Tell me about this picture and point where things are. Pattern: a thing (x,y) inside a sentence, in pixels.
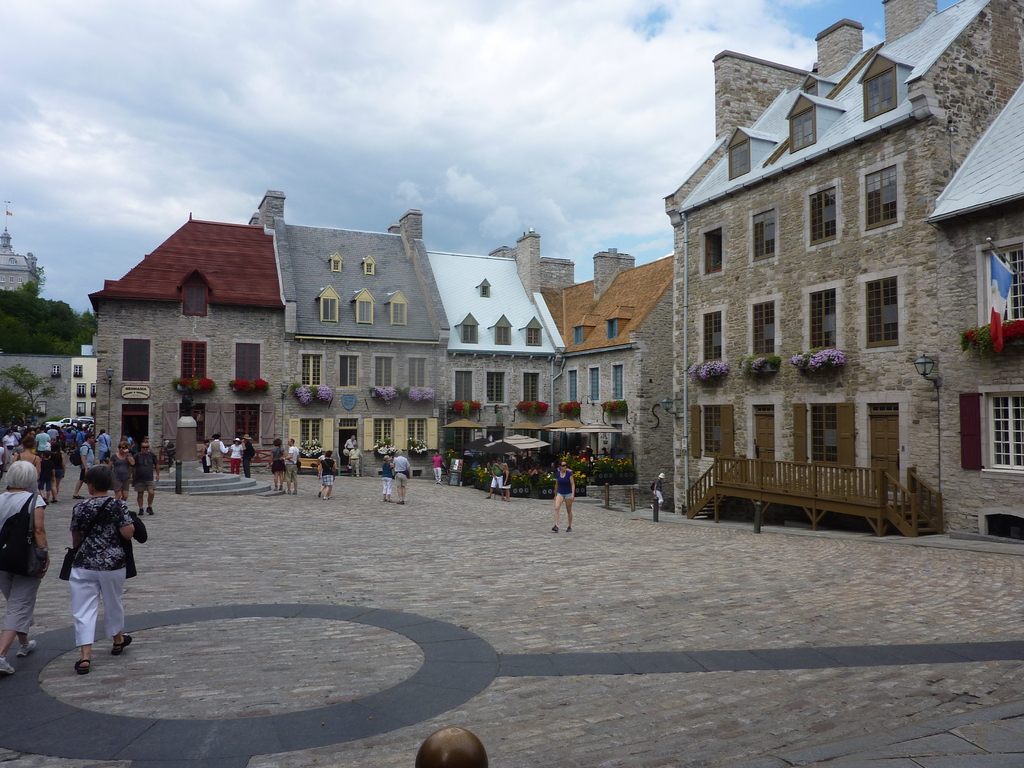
In this picture we can see buildings (659,307) with windows (709,325) and a flower pot (747,368) with plants (716,368) and for this house (779,418) we have fence (862,483) with steps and in front of this houses (197,397) we have a path (396,686) where a people (34,472) are standing, walking and here it is a flag (1004,284) attached to the window (988,268) and above this buildings (524,243) we have sky (483,86) so cloudy and at the back of this buildings (859,403) we have trees (54,332).
